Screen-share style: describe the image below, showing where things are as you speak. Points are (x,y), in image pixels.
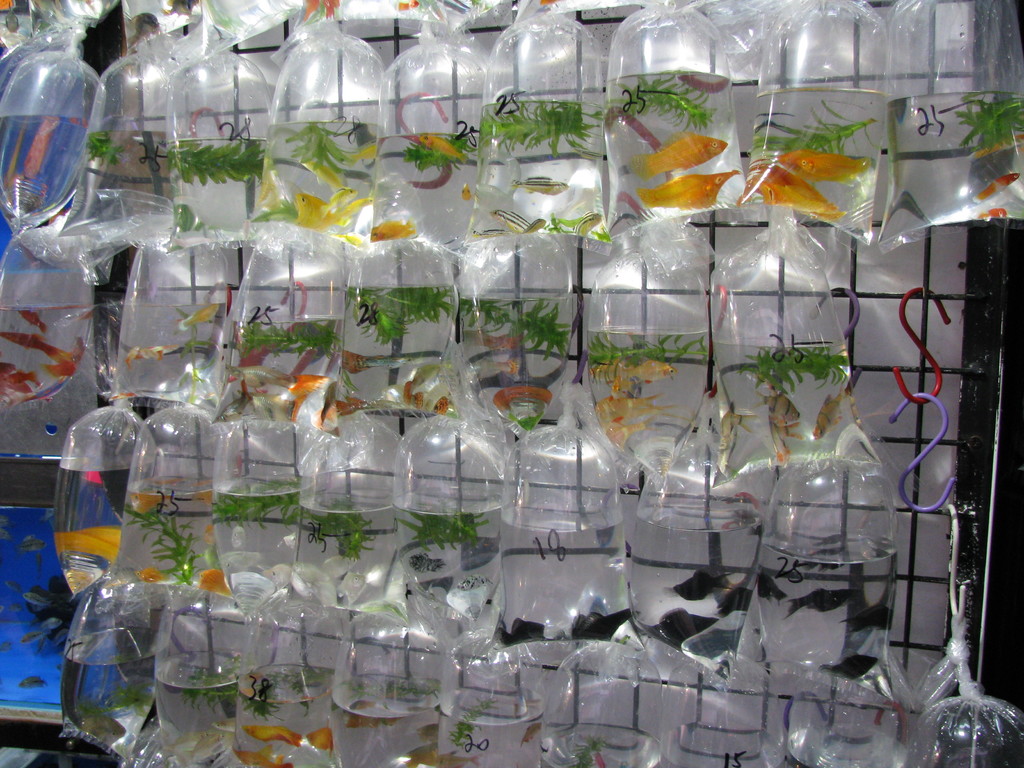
In the image there are small fishes (312,160) packed in covers (440,88) and tied to some object (124,317).
